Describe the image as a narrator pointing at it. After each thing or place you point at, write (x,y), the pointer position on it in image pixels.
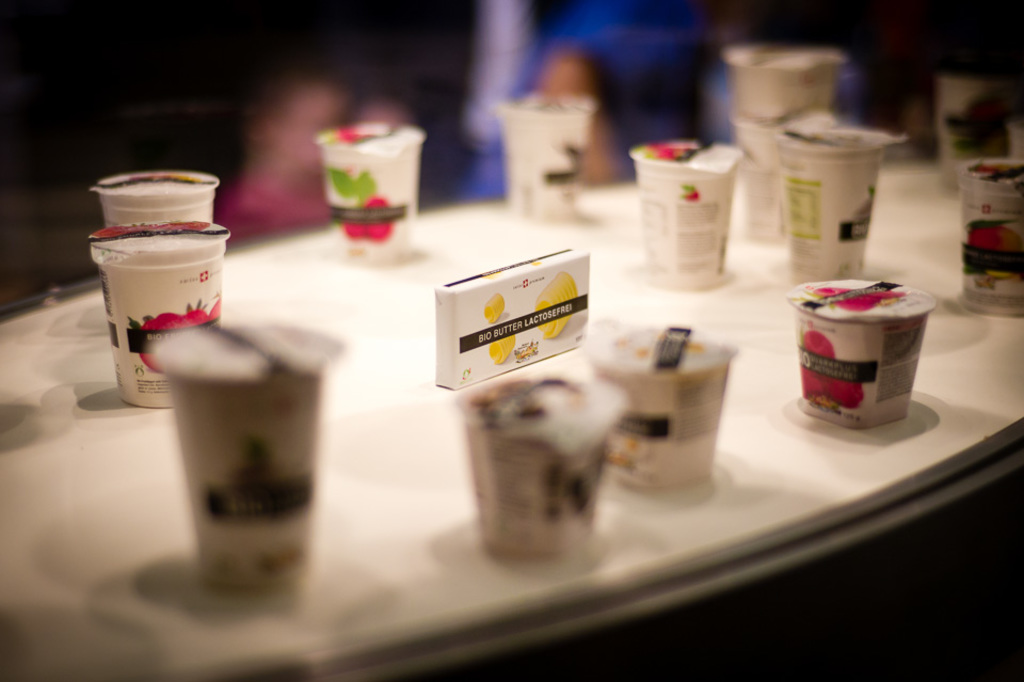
In this image there is a table (878,482), on that table (901,422) there are cups (662,243) and the background (905,3) is blurry.
